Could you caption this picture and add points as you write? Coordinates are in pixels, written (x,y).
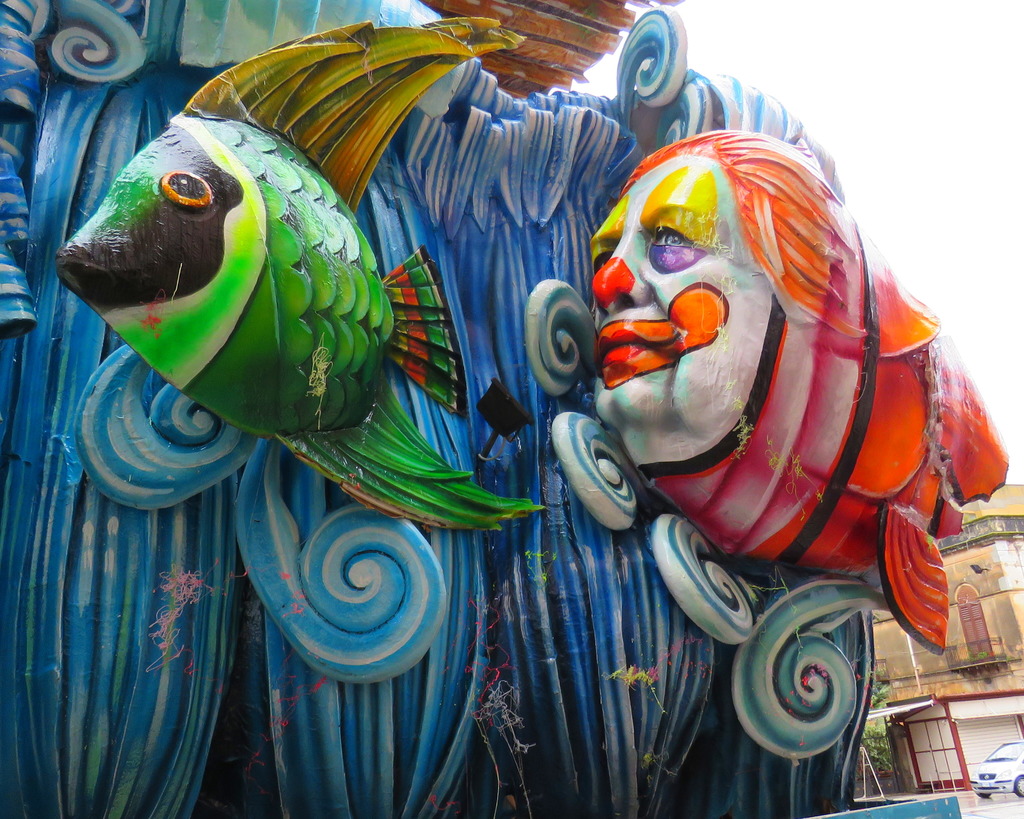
In the foreground of the picture (257,191) I can see the painting (276,191) of a fish (388,308) and a person's face (688,293). There is a building (961,551) and a car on the bottom right side of the picture (980,694).
